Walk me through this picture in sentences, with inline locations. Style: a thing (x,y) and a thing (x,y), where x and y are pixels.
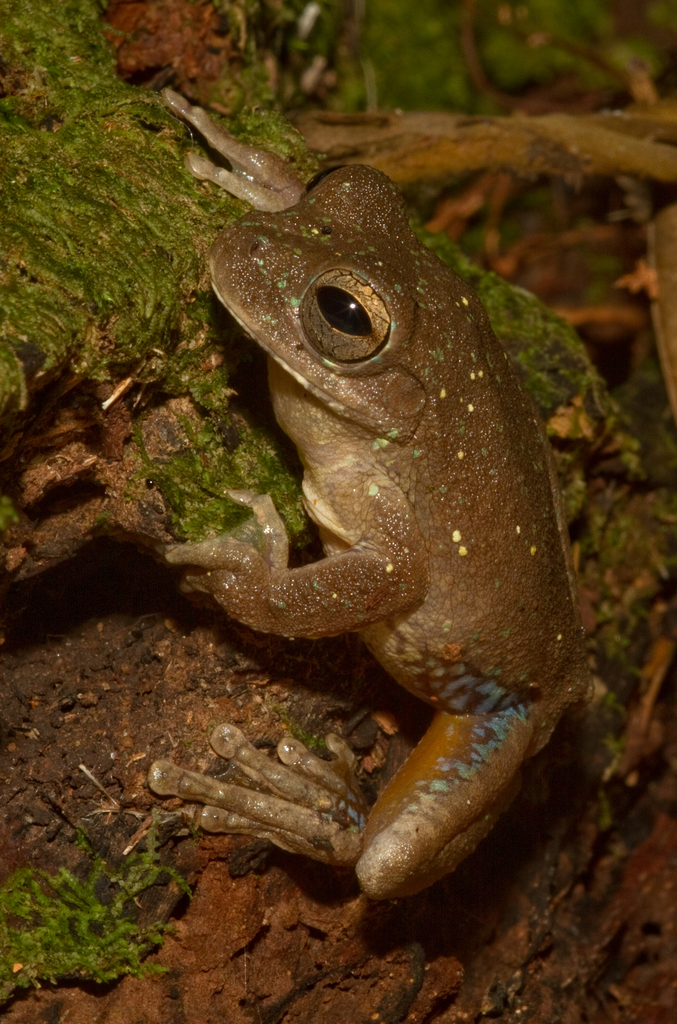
In this image I can see the frog (278,833) on the rock (187,749) and I can see the grass (507,47) in green color.
